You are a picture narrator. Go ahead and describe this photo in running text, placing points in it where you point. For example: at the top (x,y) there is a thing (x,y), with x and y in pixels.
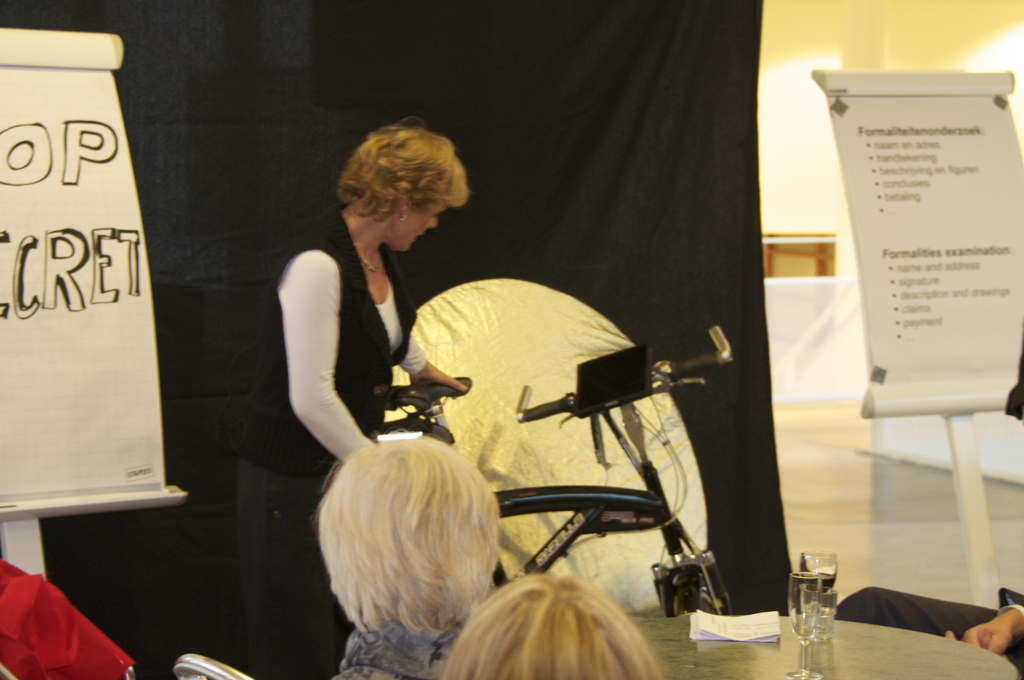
In this picture there are people (563,594) those who are sitting on the chairs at the bottom side of the image (489,489), there are glasses (797,594) on the table (845,643) and there are posters (880,128) on the right (958,371) and left side of the image (25,92), there is a black color curtain (455,72) in the background area of the image (563,96), there is a lady (278,398) and a bicycle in the center of the image (681,384).
